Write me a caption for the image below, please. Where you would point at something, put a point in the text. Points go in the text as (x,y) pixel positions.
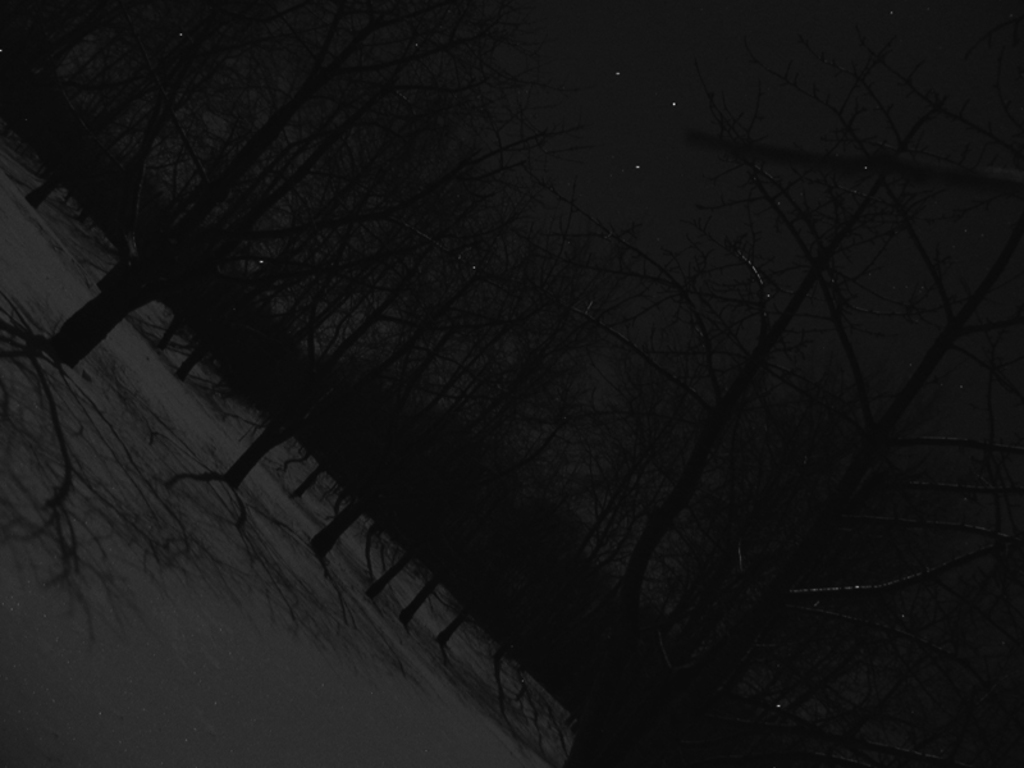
This picture shows bunch of trees (136,106) and we see stars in the sky (807,118). This picture is taken in the dark.
